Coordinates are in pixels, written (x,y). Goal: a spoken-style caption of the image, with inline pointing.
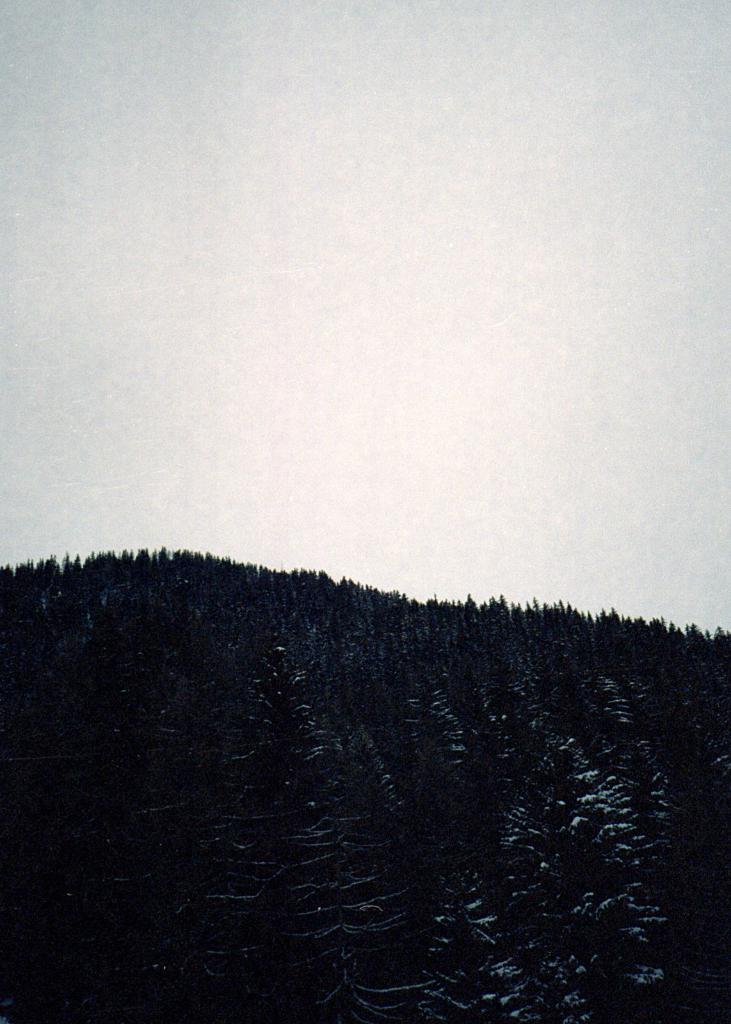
In this picture there is a mountain (419,829) and there are trees (368,722) on the mountain (392,701) and the sky (332,372) is clear.
